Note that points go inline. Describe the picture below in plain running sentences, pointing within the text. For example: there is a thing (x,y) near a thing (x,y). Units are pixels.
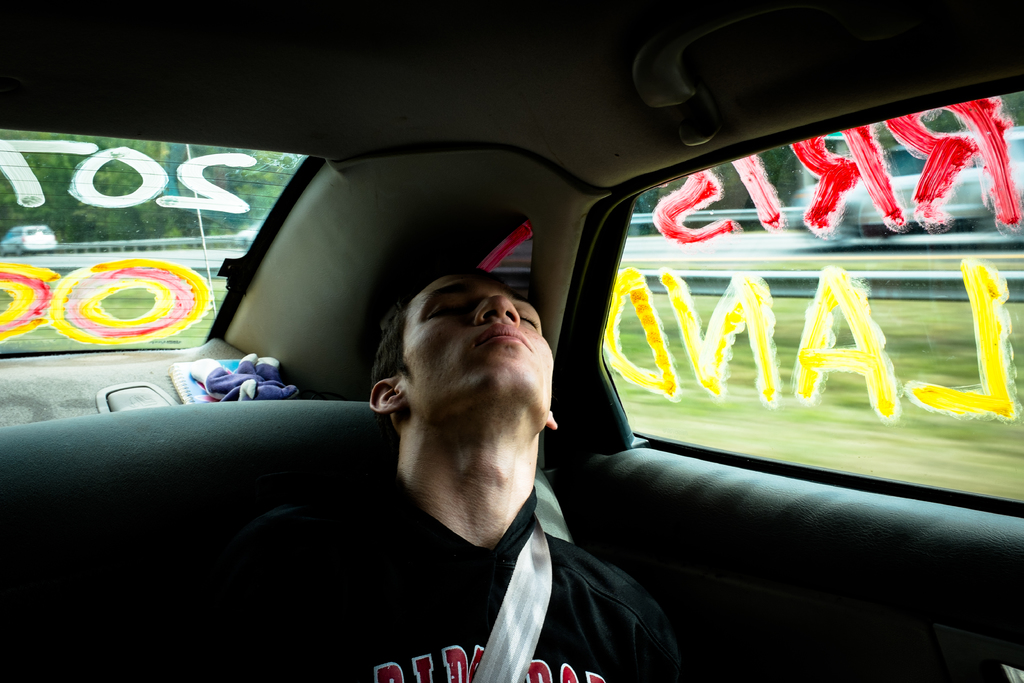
This is the picture of a man (441,682) sleeping inside the car (182,430).
